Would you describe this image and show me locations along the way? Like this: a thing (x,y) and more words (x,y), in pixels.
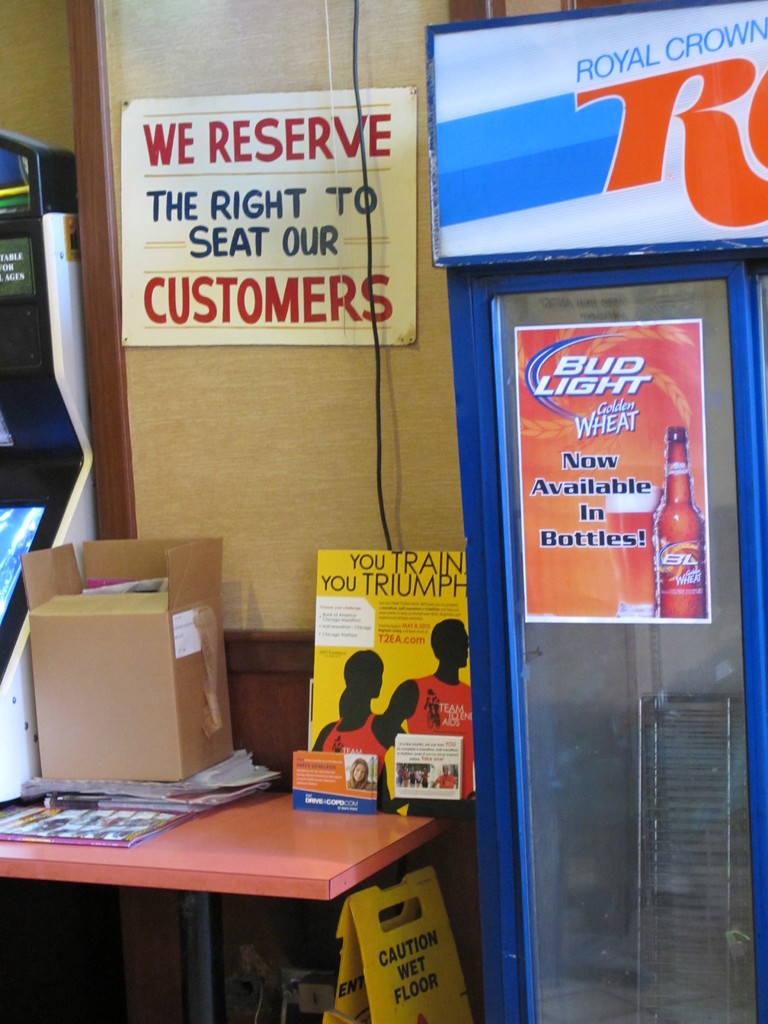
In this picture we can see table (387,851) and on table (203,879) there is cardboard box (176,716), posters (353,666) and aside to this refrigerator (547,913) with sticker (635,454) on it and in background (284,236) we can see wall (248,53) with some board (336,246).
